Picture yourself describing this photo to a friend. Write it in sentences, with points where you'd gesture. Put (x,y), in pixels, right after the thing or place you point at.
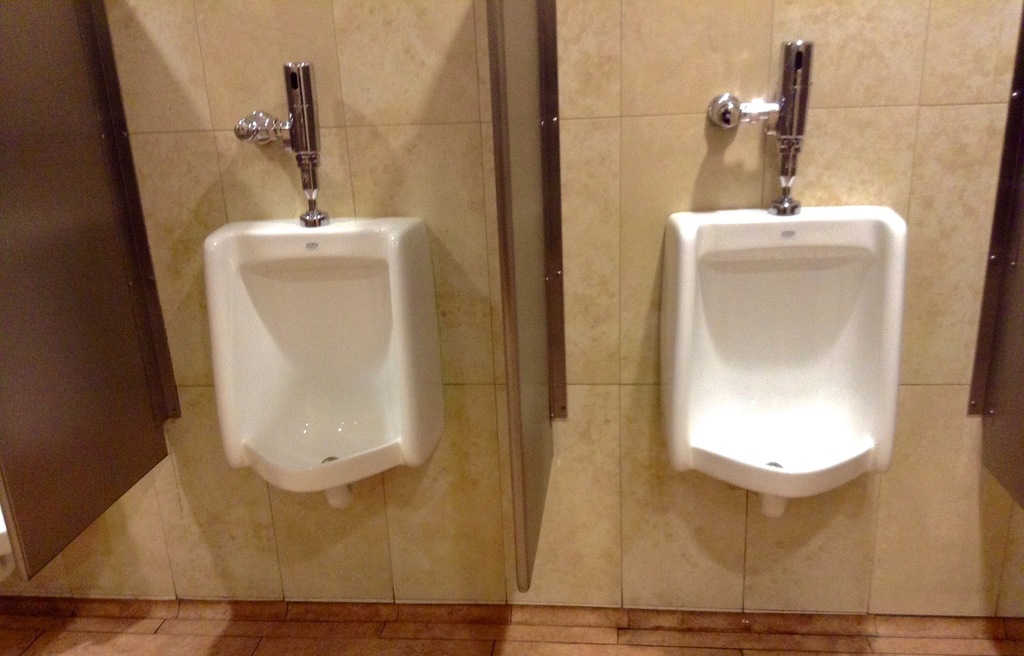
In this image I can see two toilets (316,325) in white color and I can also see two flushes (779,150) attached to the wall (413,88) and the wall (437,162) is in cream color.
